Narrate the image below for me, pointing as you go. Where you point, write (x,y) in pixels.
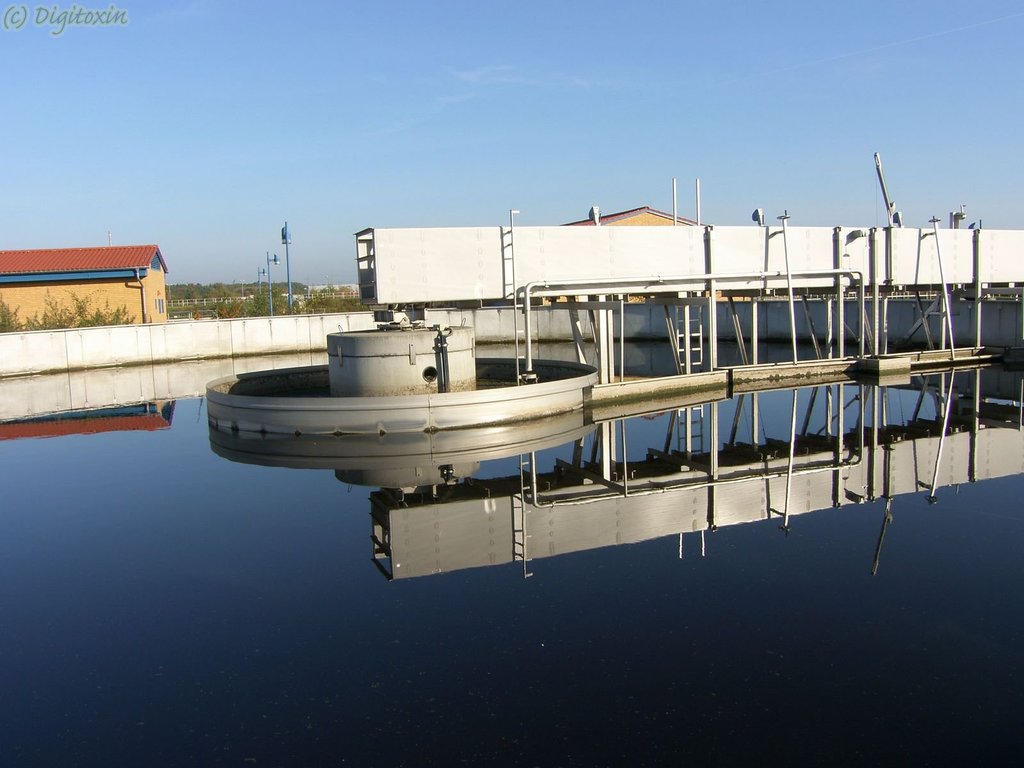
In the center of the image (583,444) there is water (450,456). There is a machine (274,406). In the background of the image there is a house (60,283). There are trees (253,302). At the top of the image (344,147) there is sky (422,68).
